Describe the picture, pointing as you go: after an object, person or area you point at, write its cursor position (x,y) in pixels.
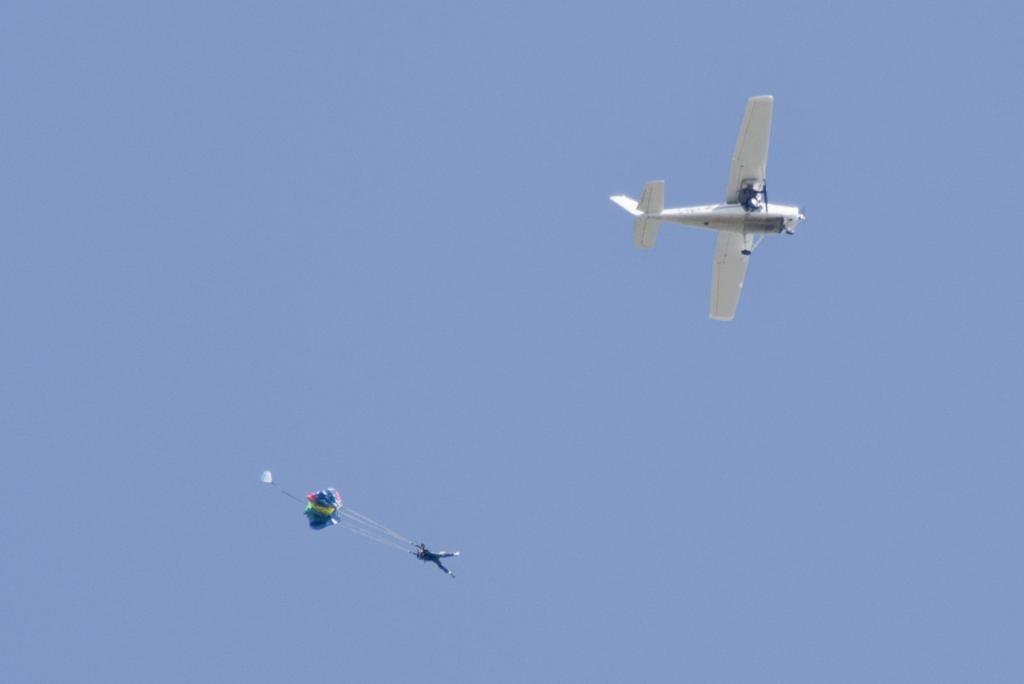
In the picture, there is a flight (681,211) flying in the air (650,322) and beside the flight (780,224) a person (432,554) is paragliding.
